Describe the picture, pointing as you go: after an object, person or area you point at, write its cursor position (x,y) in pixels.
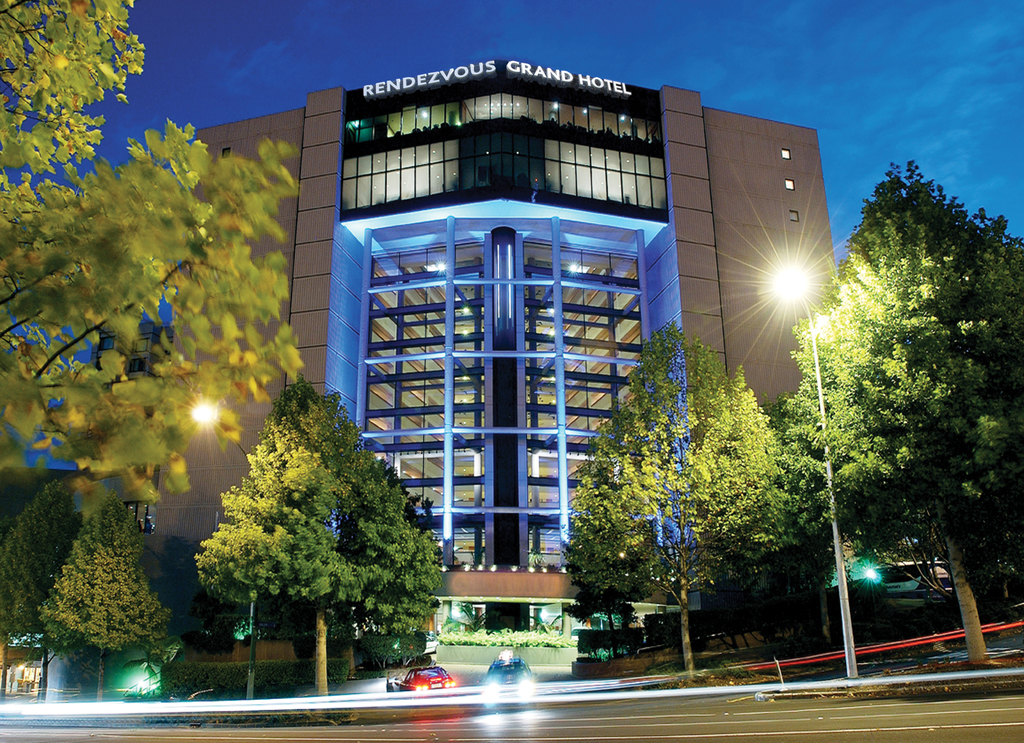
In this picture I can see vehicles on the road (799,720). There are poles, lights (1005,626), buildings (523,508), trees (993,528), and in the background (265,52) there is the sky (258,27).
